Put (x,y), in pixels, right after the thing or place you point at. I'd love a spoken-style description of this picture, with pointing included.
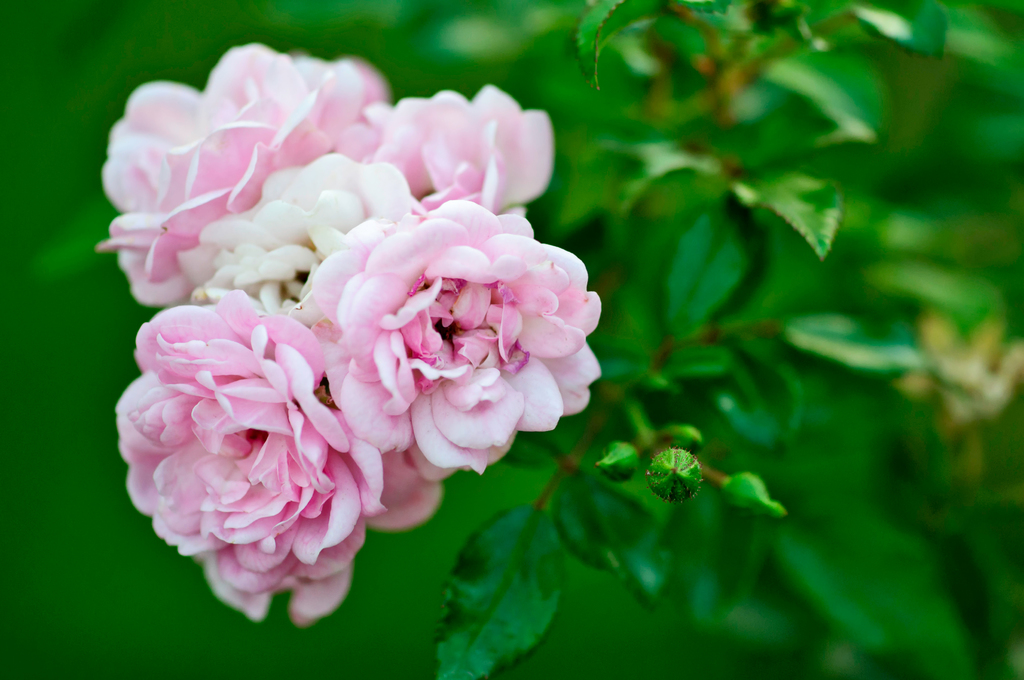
In this image we can see flowers (518,412) and buds (656,481) to the plant (659,268).
